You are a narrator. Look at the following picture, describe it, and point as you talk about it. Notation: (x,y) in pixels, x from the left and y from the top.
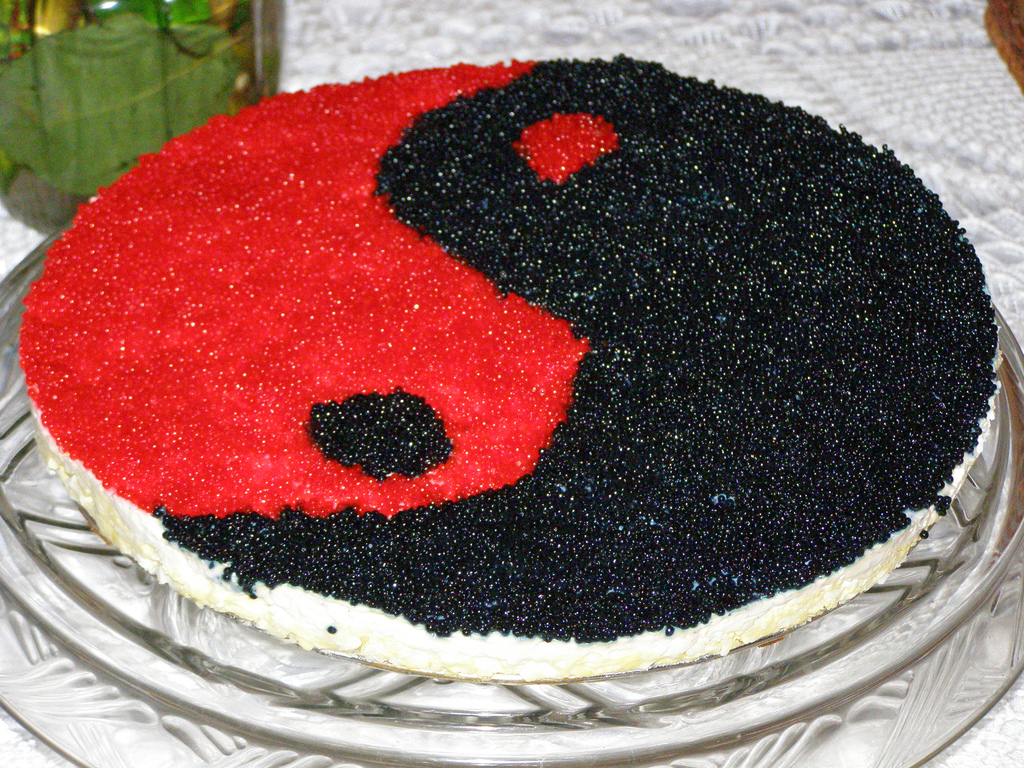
In this image there is a cake (320,580) on the plate (320,683). On the cake (359,199) there is a print of yin-yang (421,295). In the top left (103,75) there is an object (113,75).
